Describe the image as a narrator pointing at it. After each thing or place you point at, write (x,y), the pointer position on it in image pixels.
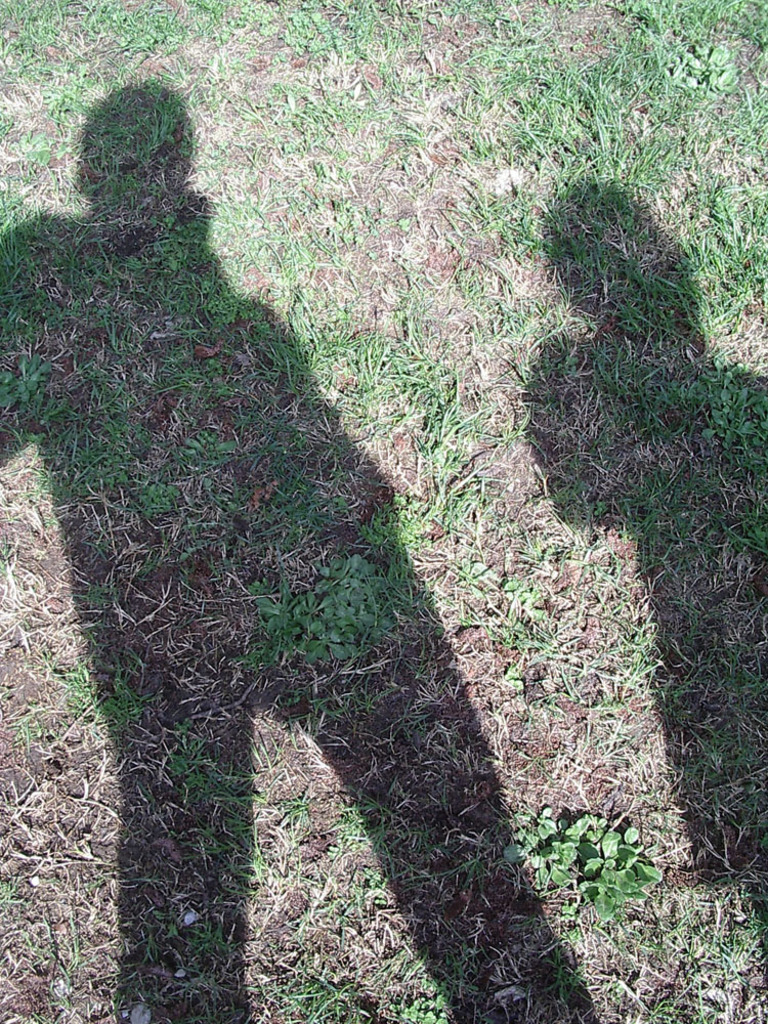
Here in this picture we can see the ground (298,254) is fully covered with grass (152,643) and we can see shadows (297,434) of persons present on ground (640,382).
